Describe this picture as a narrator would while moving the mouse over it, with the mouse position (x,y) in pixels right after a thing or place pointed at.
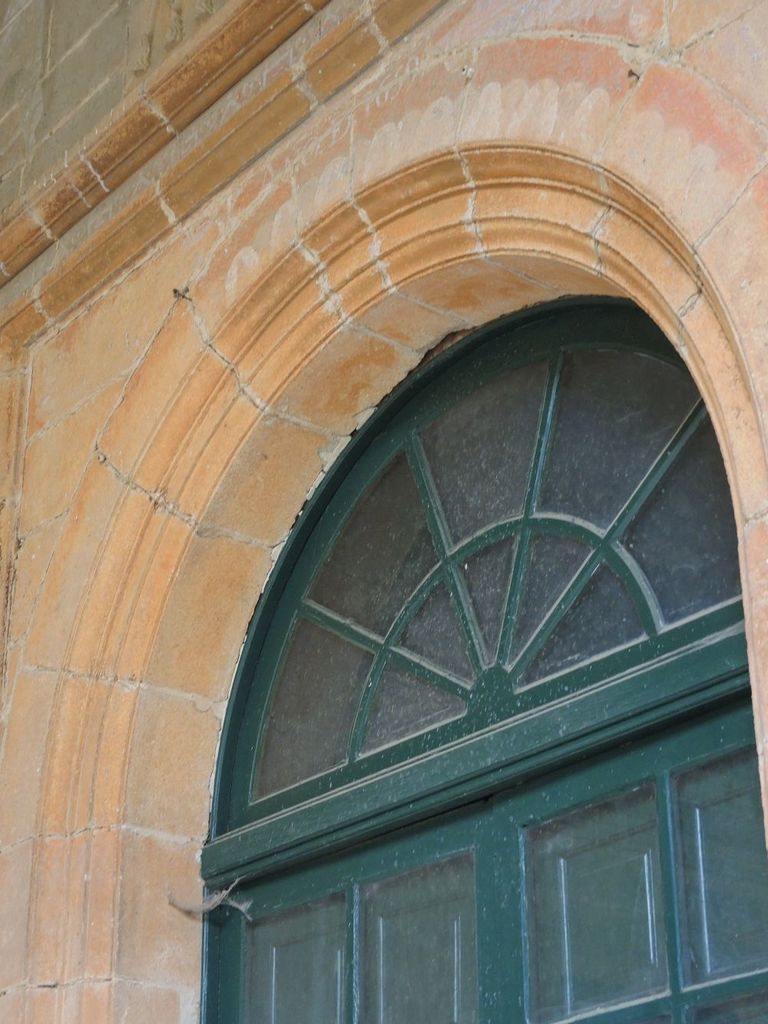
In this picture we can see a window (399,564) and the wall (263,71).
